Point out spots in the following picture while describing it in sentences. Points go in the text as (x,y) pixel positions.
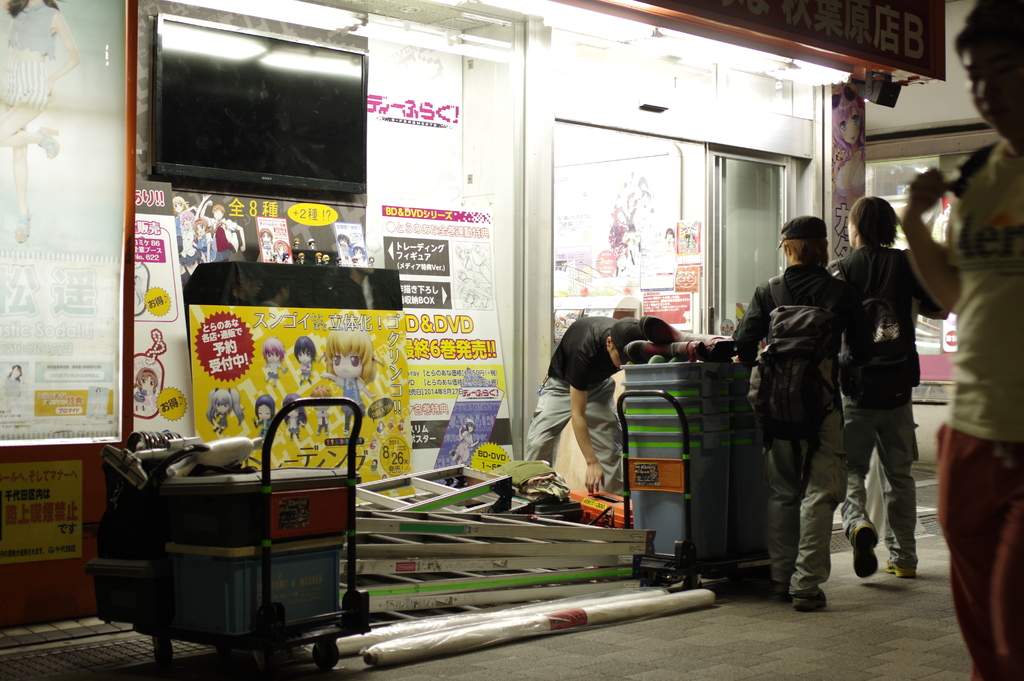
There are four people (874,559) standing on the right side of this image (836,482). We can see metal objects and some other objects (693,396) present at the bottom of this image (332,495). There are posters (278,232) and a television (279,141) is present at the top left of this image (184,148) and the door (742,177) is on the right side of this image (741,194).
